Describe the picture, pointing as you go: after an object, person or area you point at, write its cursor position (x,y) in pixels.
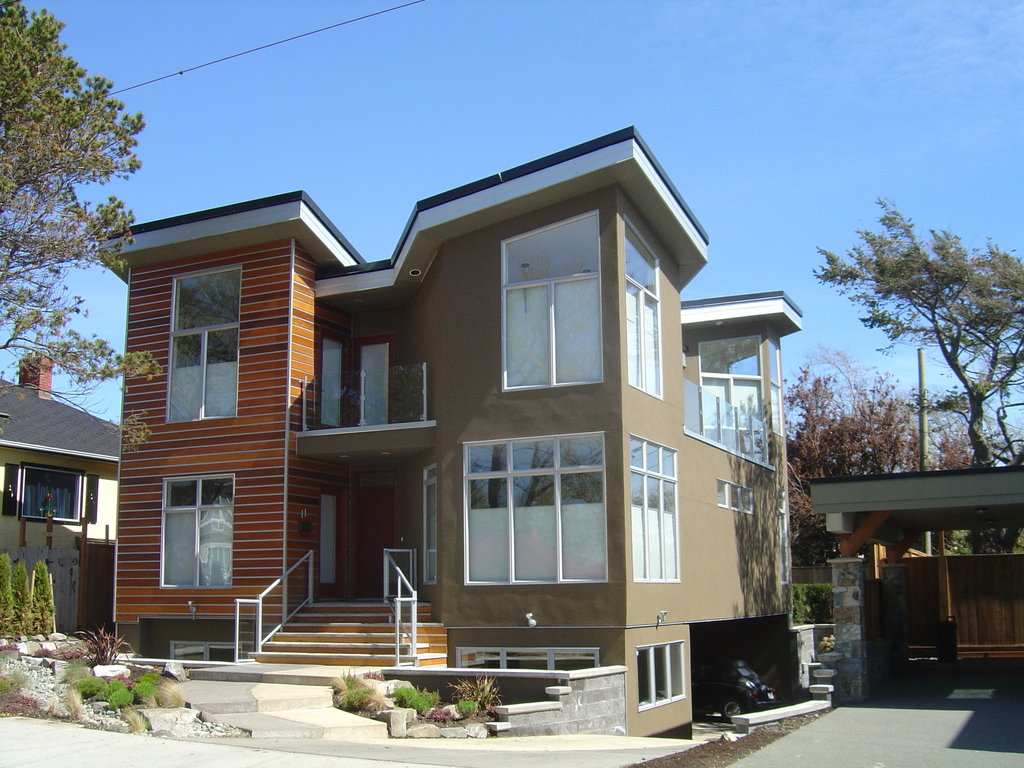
In this image in the center (462,441) there are some houses (536,553), and at the bottom (294,710) there are stairs (280,707), stones (177,714), grass (72,679), plants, walkway (924,716) and there are trees (974,400) on the right side (982,412) and left side (9,72). At the top (522,75) there is sky (522,75) and wire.
